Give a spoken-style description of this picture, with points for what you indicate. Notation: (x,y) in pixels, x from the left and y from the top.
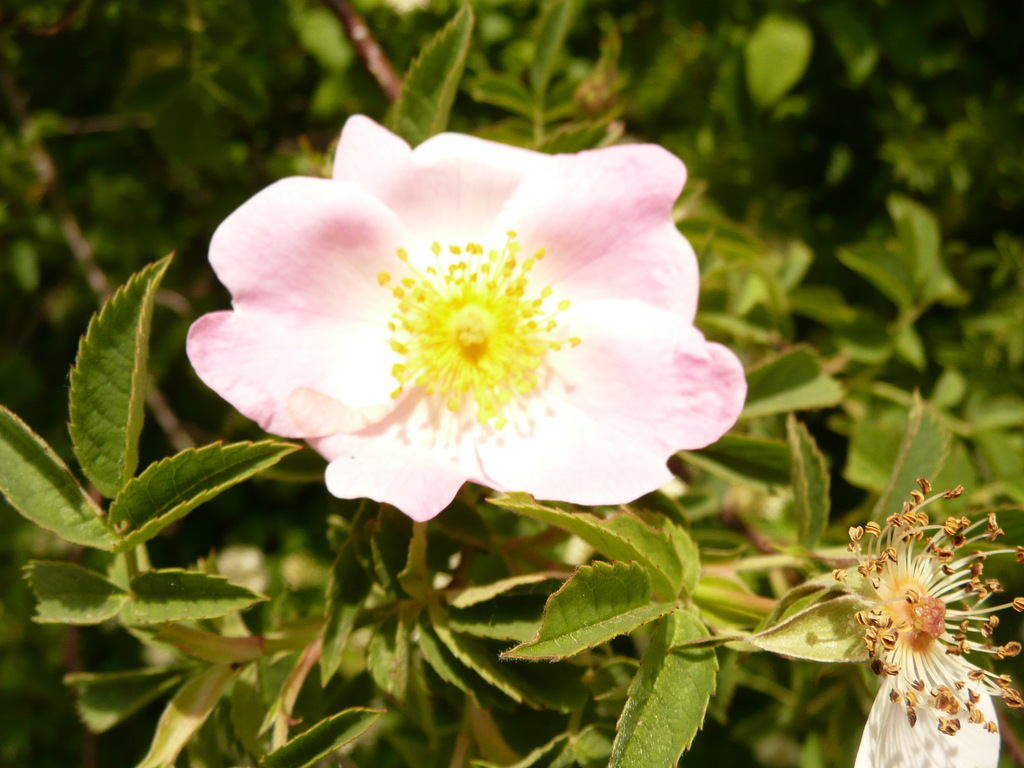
In the picture I can see a flower (472,259) which is in pink color and there is a yellow color object (466,323) in between it and there are few green leaves (478,603) under it and there is a dried flower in the right corner (868,521).
